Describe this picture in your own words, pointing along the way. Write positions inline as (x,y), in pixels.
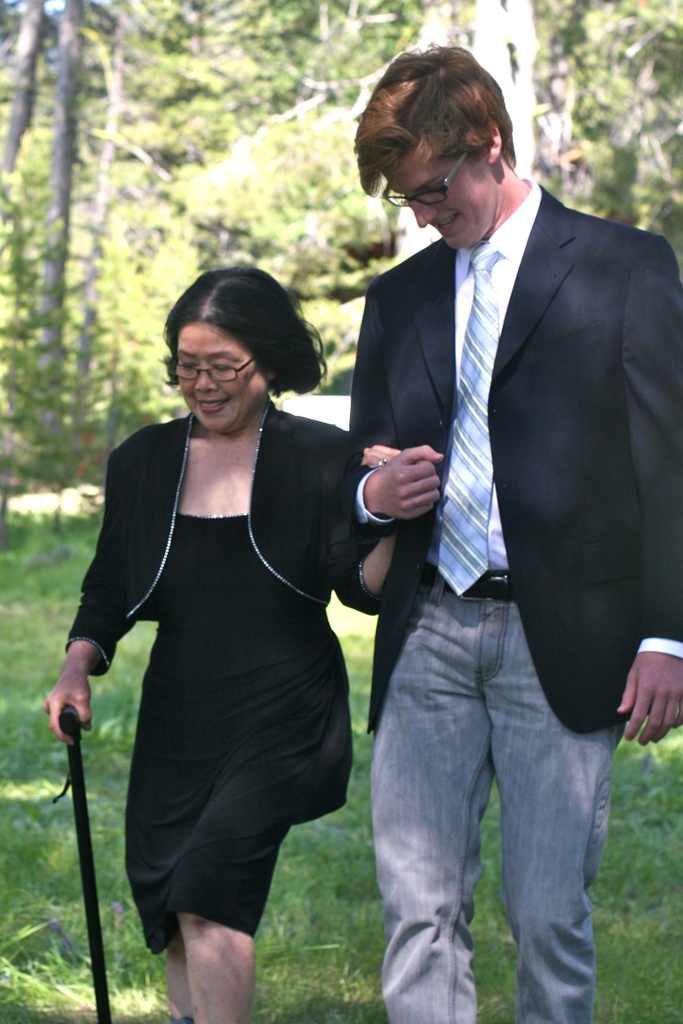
In this picture I can see there is a woman (206,654) and a man (454,222) walking here and the woman (253,363) is wearing a black dress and the man (516,321) is wearing a black blazer (578,601) and there's grass (32,706) on the floor (374,944) and there are trees (210,222) in the backdrop (5,219).
